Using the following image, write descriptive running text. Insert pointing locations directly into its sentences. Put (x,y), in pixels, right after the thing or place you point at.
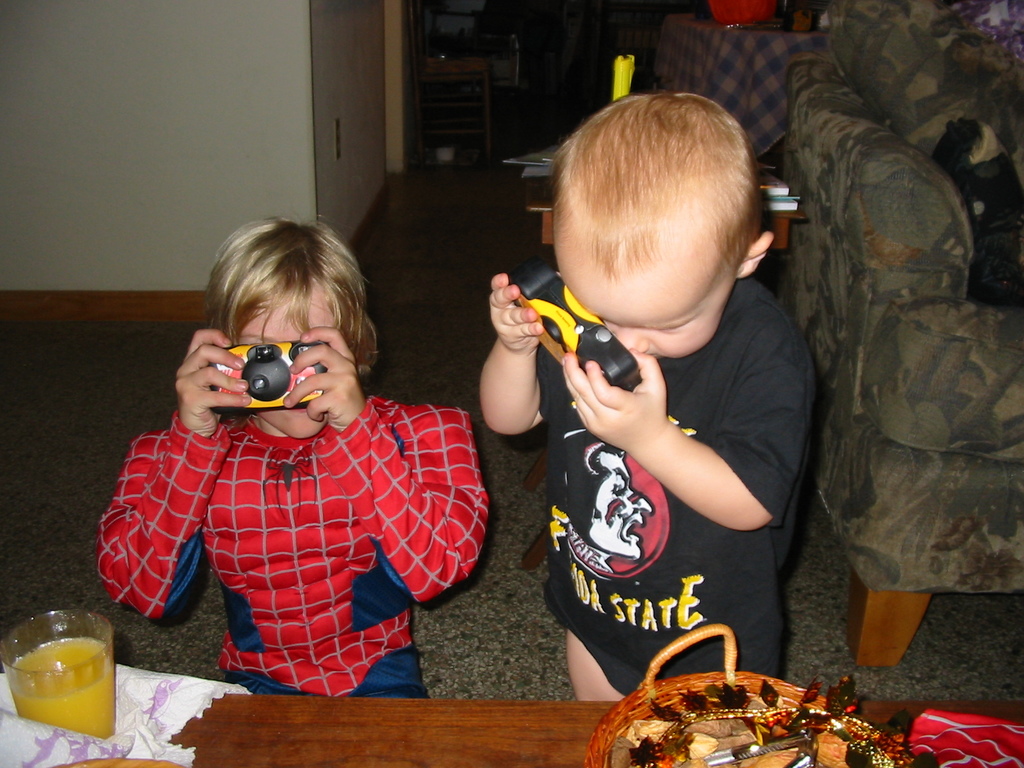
In the picture I can see two children (252,661) and they are holding the toy camera (556,293) in their hands (343,376). There is a boy (330,461) on the left side (316,472) and he is in the spider man costume (369,522). In the foreground (385,717) I can see the wooden table (411,710) and there is a glass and wooden basket (653,670) on the table (532,720). I can see a sofa (932,386) on the right side (896,278). In the background (543,211), I can see another wooden table (551,228) on the floor (516,197).
